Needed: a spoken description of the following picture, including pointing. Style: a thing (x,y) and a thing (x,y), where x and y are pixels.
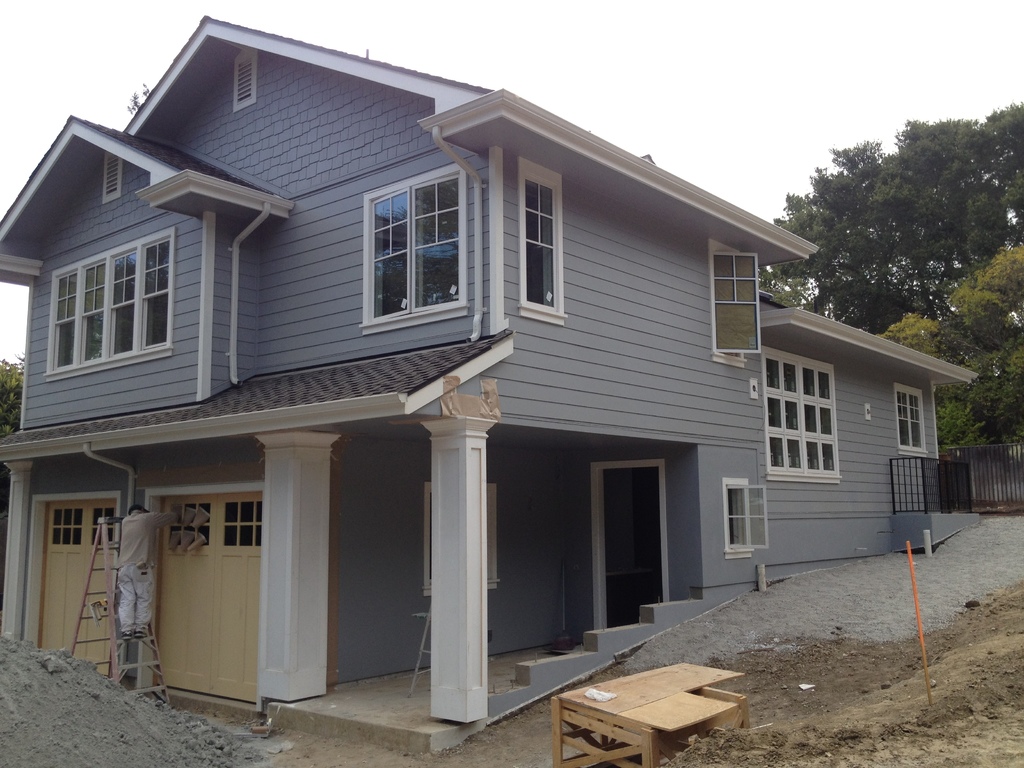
To this house (618,402) there are windows (381,279) and doors (207,612). Background (987,476) we can see trees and fence (1004,475). Beside this house (308,459) there is a table (626,713). In-front of this house (364,463) there is a ladder (98,536) and person (129,616).
